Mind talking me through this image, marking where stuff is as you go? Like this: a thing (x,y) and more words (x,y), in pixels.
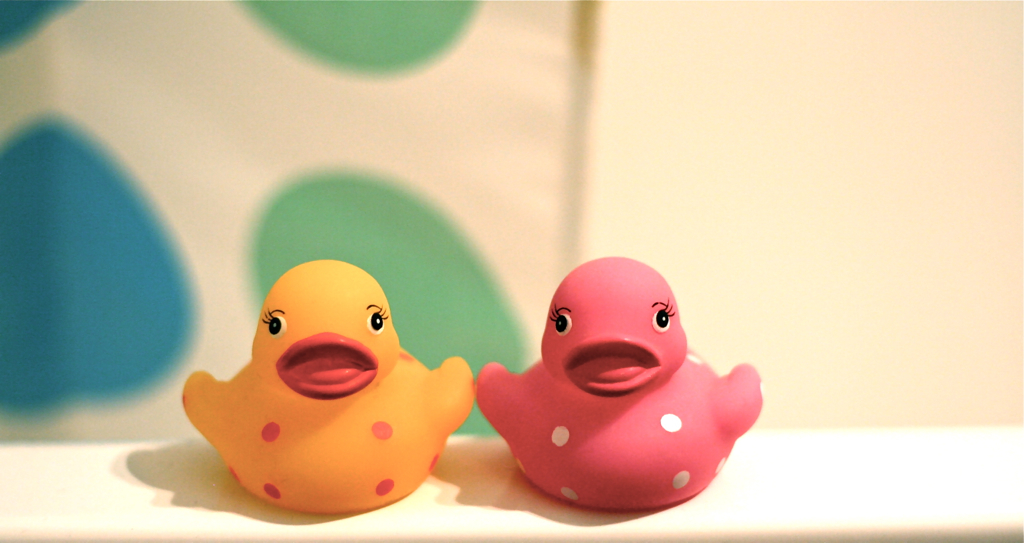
In this picture we can observe two toys (584,397) which were in pink and yellow color placed on the white color desk (420,503). In the background (612,119) there is a wall (667,116) which is in white color.
